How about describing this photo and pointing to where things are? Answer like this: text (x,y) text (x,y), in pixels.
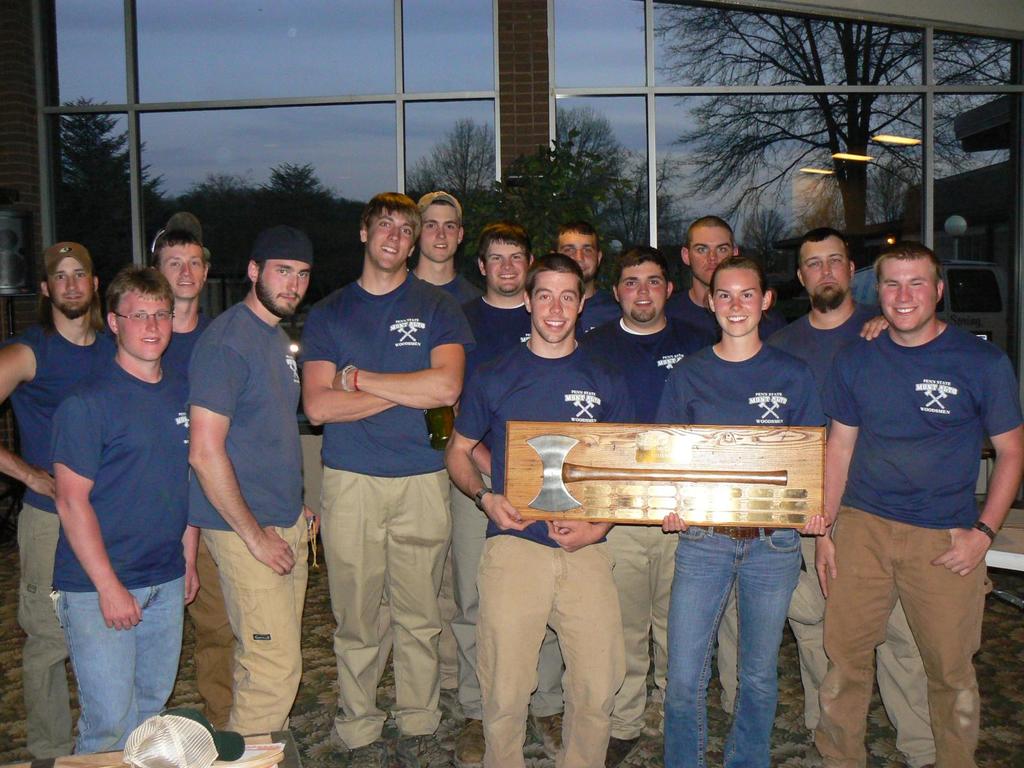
Here men (416,463) are standing, this is axe (652,474), there are trees (852,113), this is cap (180,721) and glass (682,123).
